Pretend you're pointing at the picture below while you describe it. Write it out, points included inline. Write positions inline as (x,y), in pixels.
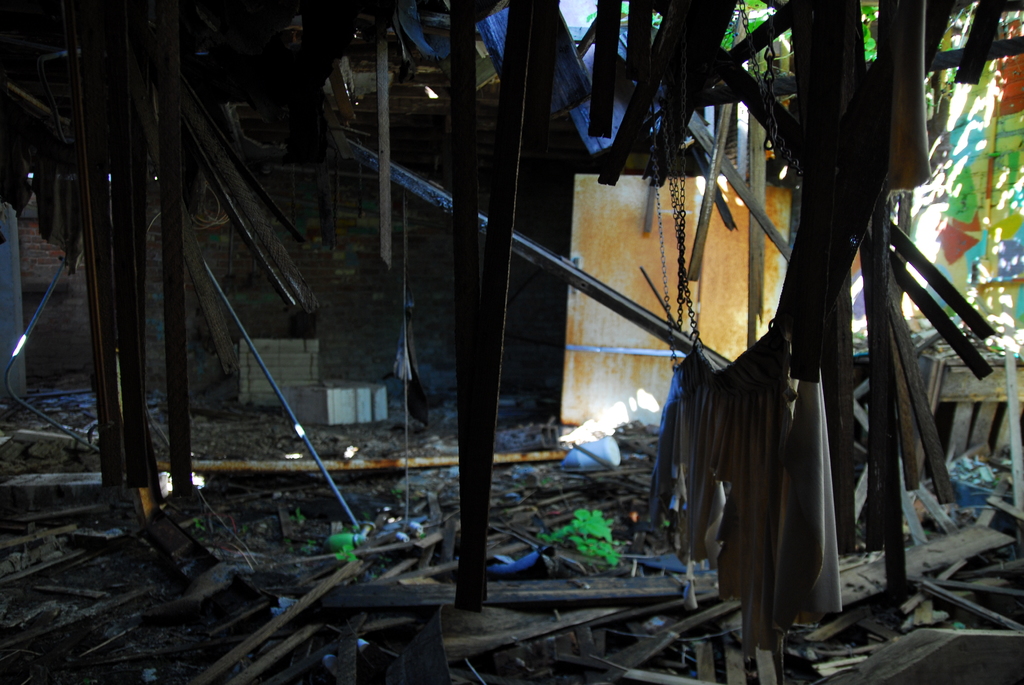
There are wooden pieces (563,619) and wastage (368,518) on the floor (353,428) of a damaged shelter (171,0). In the background (650,271), there is a wooden door (710,236) and there are other objects (986,489).
